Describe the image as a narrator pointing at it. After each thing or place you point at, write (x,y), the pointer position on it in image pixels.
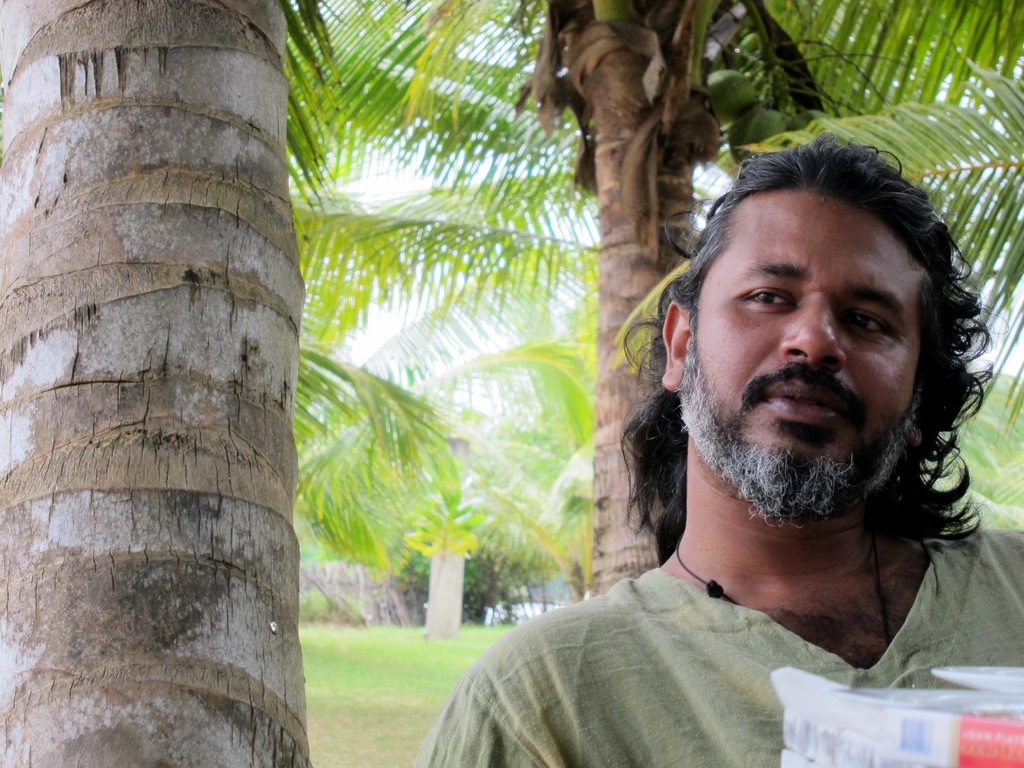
In this picture we can see a person (744,500) and a few things (937,691) in the bottom right (901,712). We can see grass (310,646), trees (387,491), other objects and the sky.
